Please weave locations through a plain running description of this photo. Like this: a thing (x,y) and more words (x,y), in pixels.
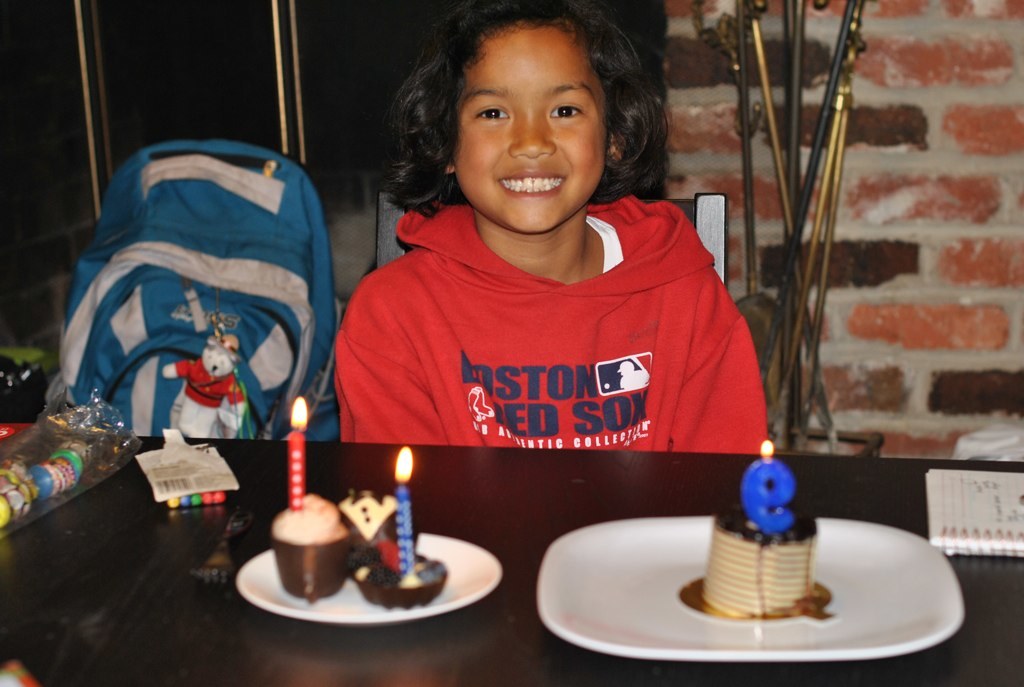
In this image i can see a girl (608,204) sitting on a chair (684,209) and smiling there is a cake (399,577) in a plate (458,583) there is a bag (269,371) beside a girl (654,296) at the back ground (846,233) i can see a wall (872,257) and fireplace tools (805,202).
